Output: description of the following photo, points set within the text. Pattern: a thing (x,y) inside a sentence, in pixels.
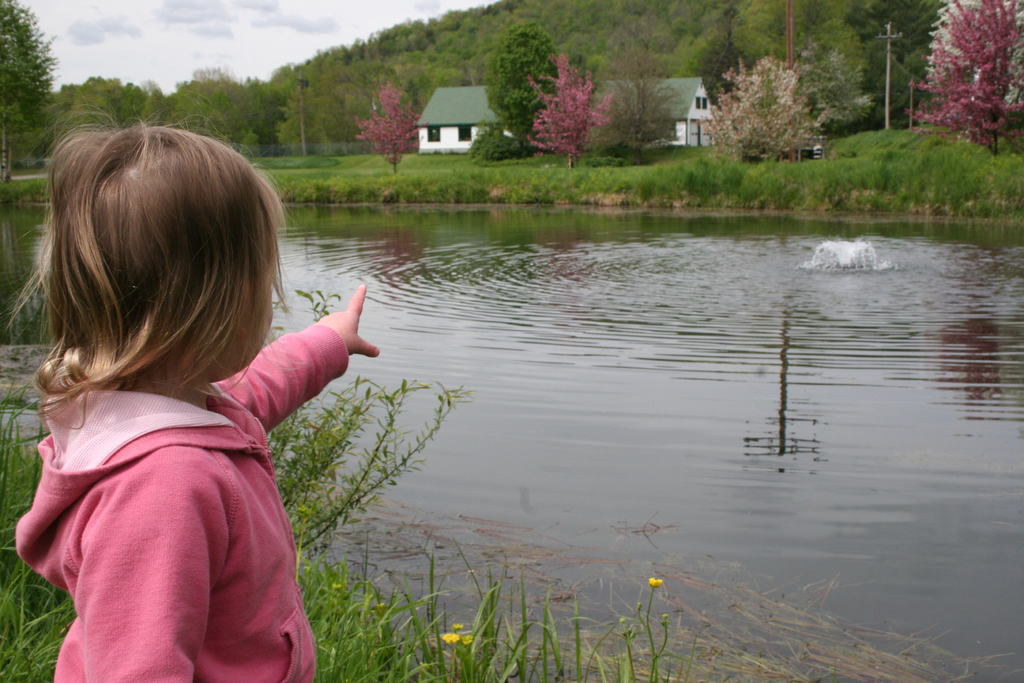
In this image a girl (146,530) is wearing a pink jacket (192,557). Behind her there are few plants (502,649) having some flowers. There is water (860,289) having fountain (851,268) in it. There is a house (660,135) on the grassland (847,199) having few trees (191,83) and poles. Behind there is a hill (576,19). Top of image (227,62) there is sky (265,40).
